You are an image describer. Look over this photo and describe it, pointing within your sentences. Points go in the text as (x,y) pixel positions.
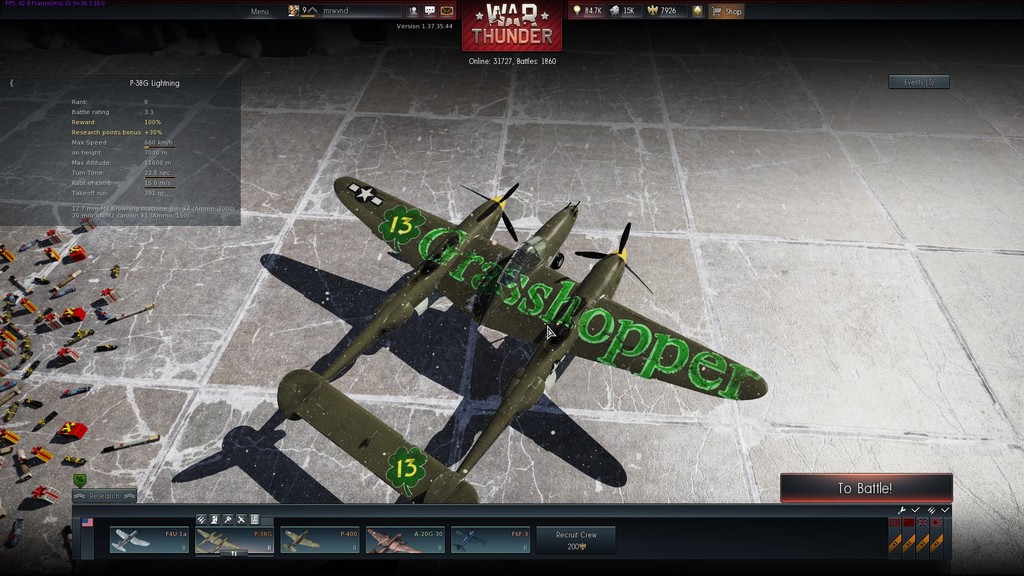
In the picture we can see a video game (677,400) in that we can see an aircraft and besides, we can see some things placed and at the top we can see a score board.
